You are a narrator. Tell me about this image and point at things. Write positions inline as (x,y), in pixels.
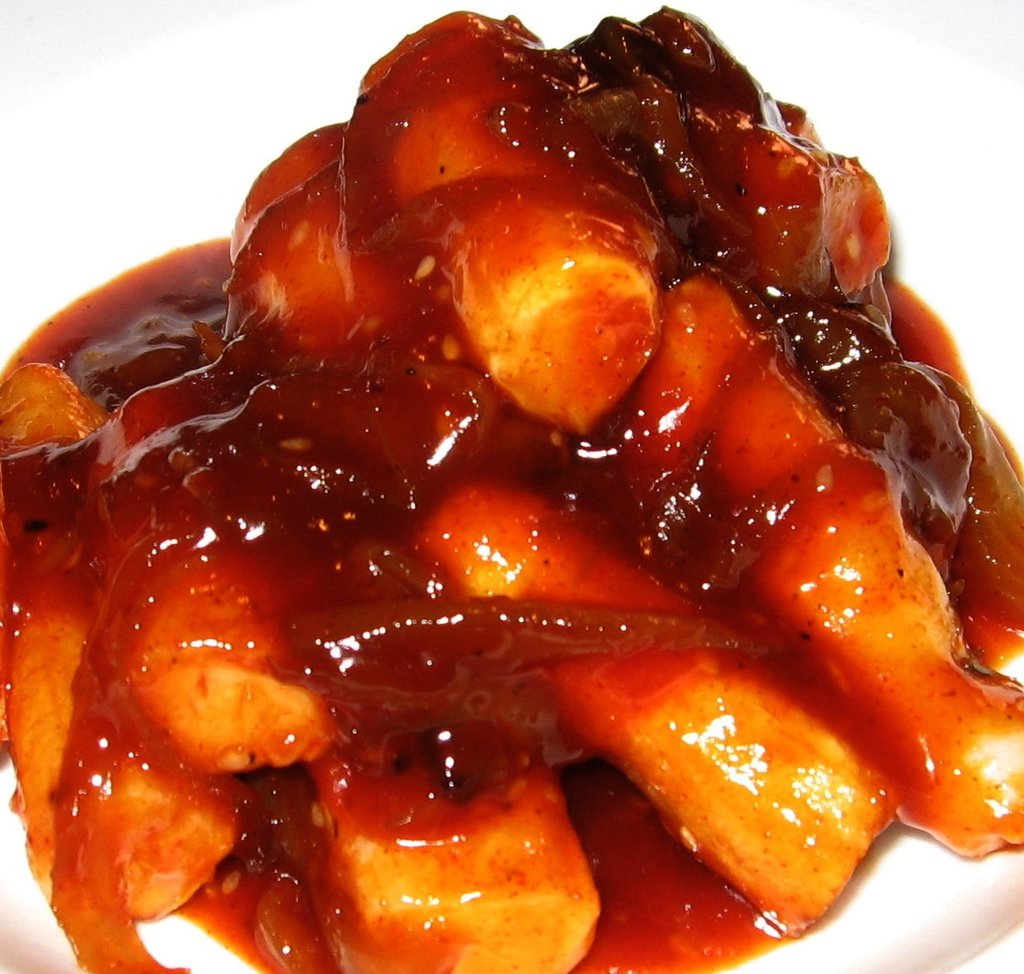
In this image we can see food items (622,422) on a platform (225,164).
